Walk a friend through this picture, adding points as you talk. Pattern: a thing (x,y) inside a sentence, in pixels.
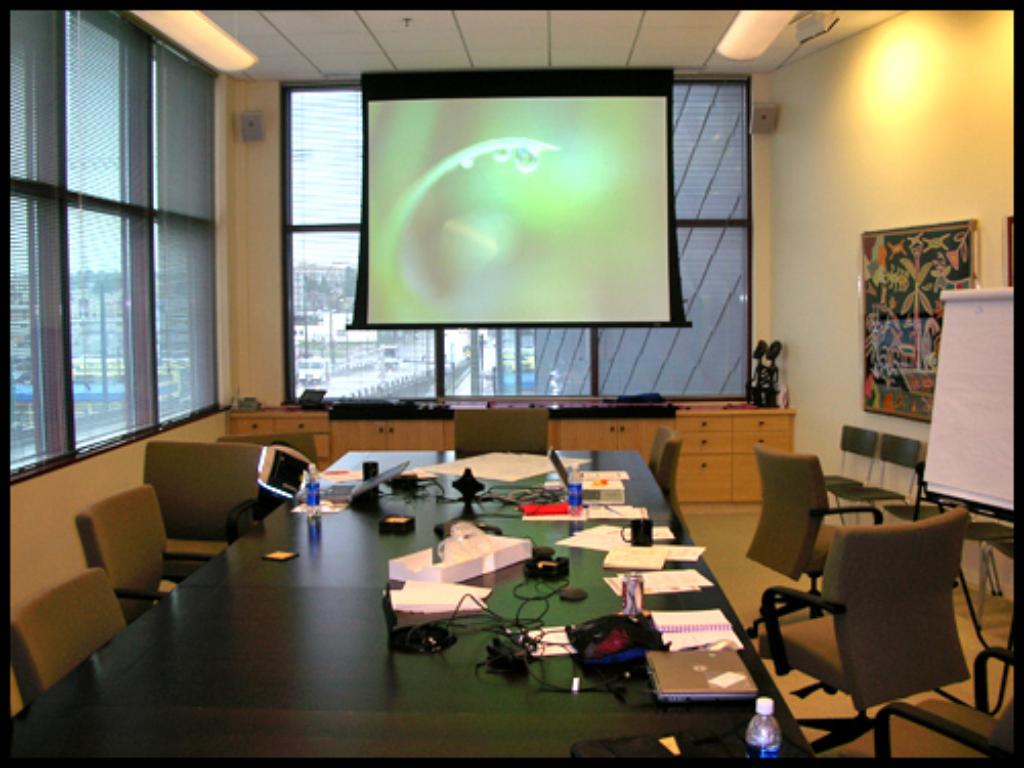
In this image I can see a conference room (272,453) with chairs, a table (321,715) with some devices (372,489), a screen (532,118) in the center of the image (428,286) and a wall painting (927,303) on the right side of the image (944,290) with a board (989,411). On the left side (209,326) and in the center of the image (348,286) I can see windows (318,214) I can see a false ceiling (260,14) at the top of the image (353,55).
